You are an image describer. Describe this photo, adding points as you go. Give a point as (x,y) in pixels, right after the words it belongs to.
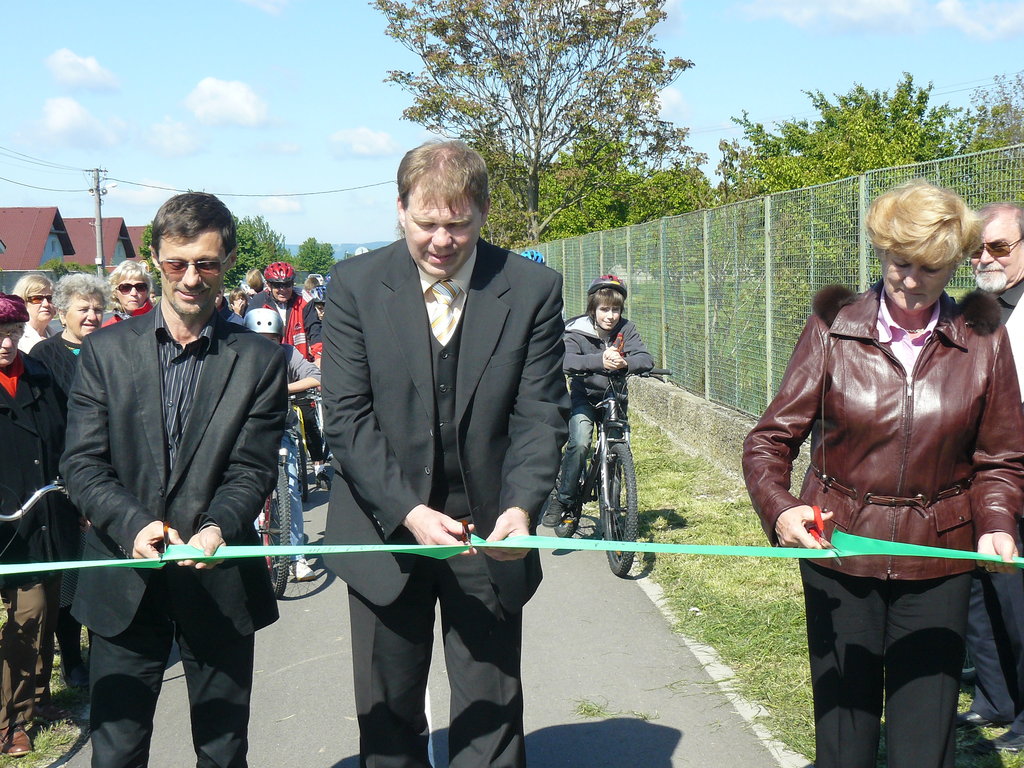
There are three persons (406,427) holding scissors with one hand (154,530), holding a green color thread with other hand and standing on the road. In the background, there are other persons (18,289) on the road (632,629), there is grass (680,461) on the ground (723,560) near fencing (695,266), there are trees (304,264), houses (50,250), a pole (95,180) having electric line (29,157) and clouds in the blue sky (383,62).
